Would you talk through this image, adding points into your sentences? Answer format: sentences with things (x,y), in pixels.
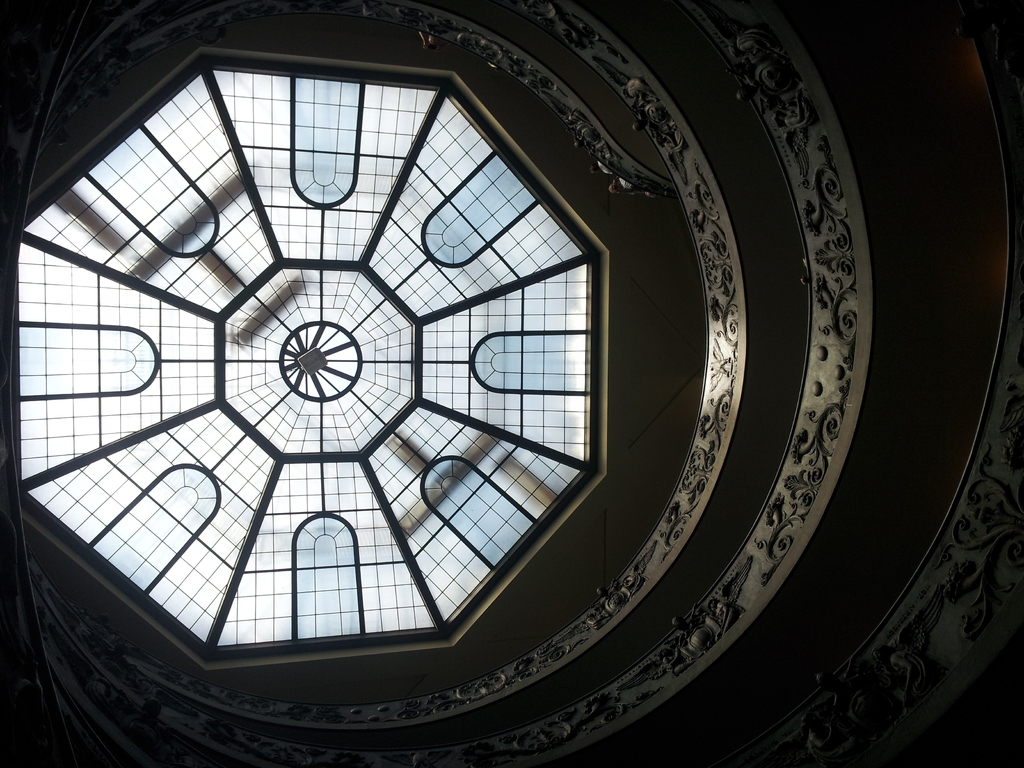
In this image I can see it looks like the interior of the museum (575,409) in which I can see the windows (336,453).
